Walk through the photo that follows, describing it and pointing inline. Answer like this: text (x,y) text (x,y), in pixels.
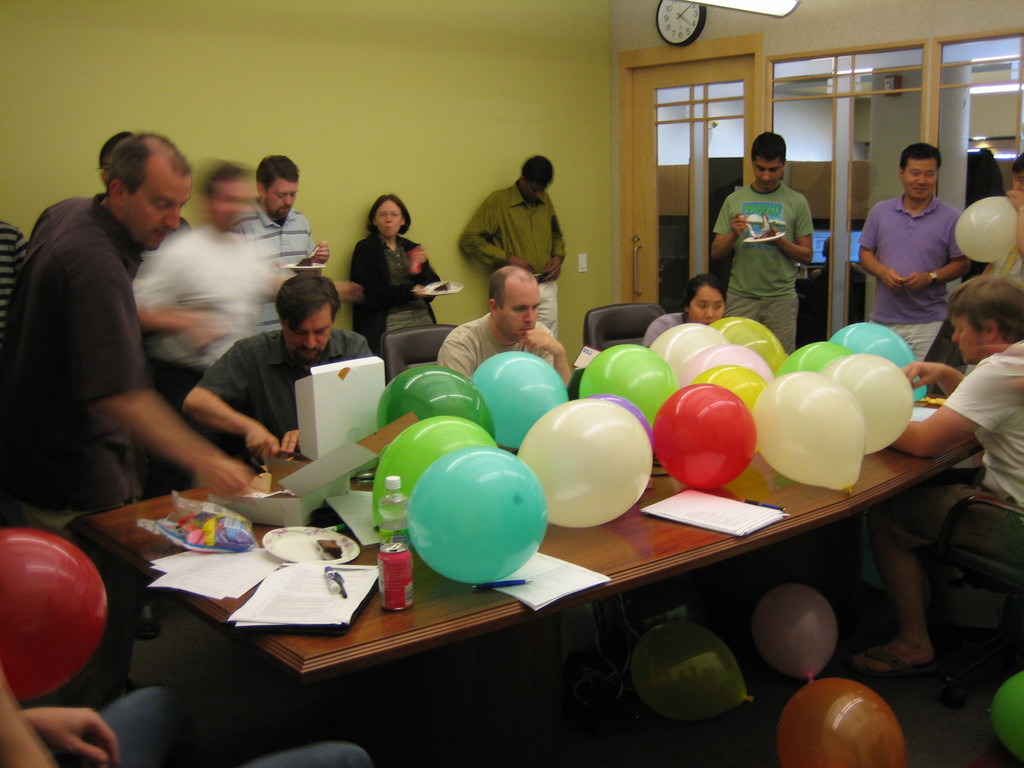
In this image I can see number of people (304,300) where few of them are sitting and rest all are standing. On this table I can see number of balloons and here on this wall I can see a clock (700,13).
